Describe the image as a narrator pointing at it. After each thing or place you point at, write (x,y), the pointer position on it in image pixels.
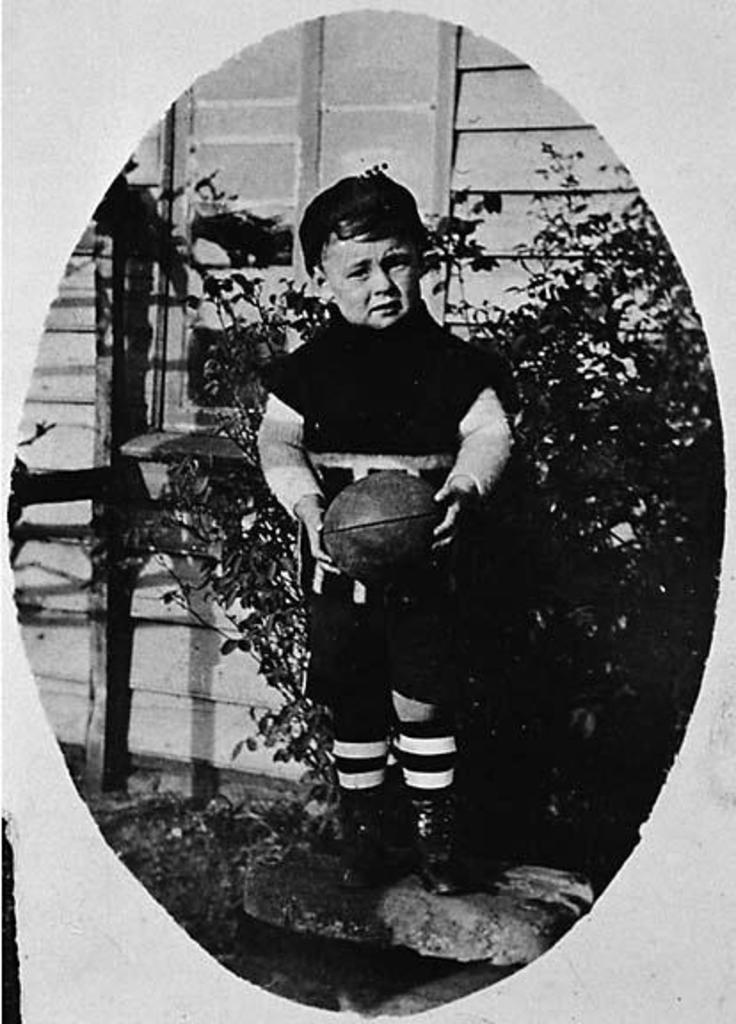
In the image we can see a frame (611,13). In the frame (509,988) we can see a boy (393,189) is standing and holding a ball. Behind him we can see some plants (644,495) and wall (152,141).
